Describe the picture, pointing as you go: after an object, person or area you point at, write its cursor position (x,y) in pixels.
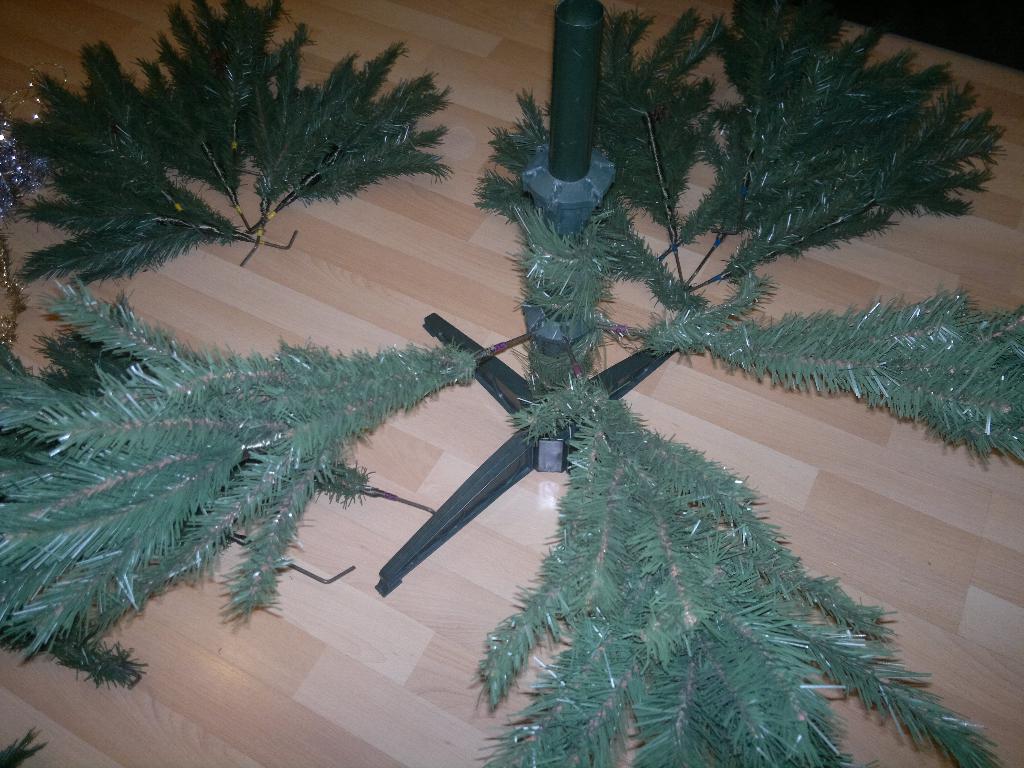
In this picture we can see leaves (146,393), pole (567,40) and these all are placed on a wooden floor (415,420).
